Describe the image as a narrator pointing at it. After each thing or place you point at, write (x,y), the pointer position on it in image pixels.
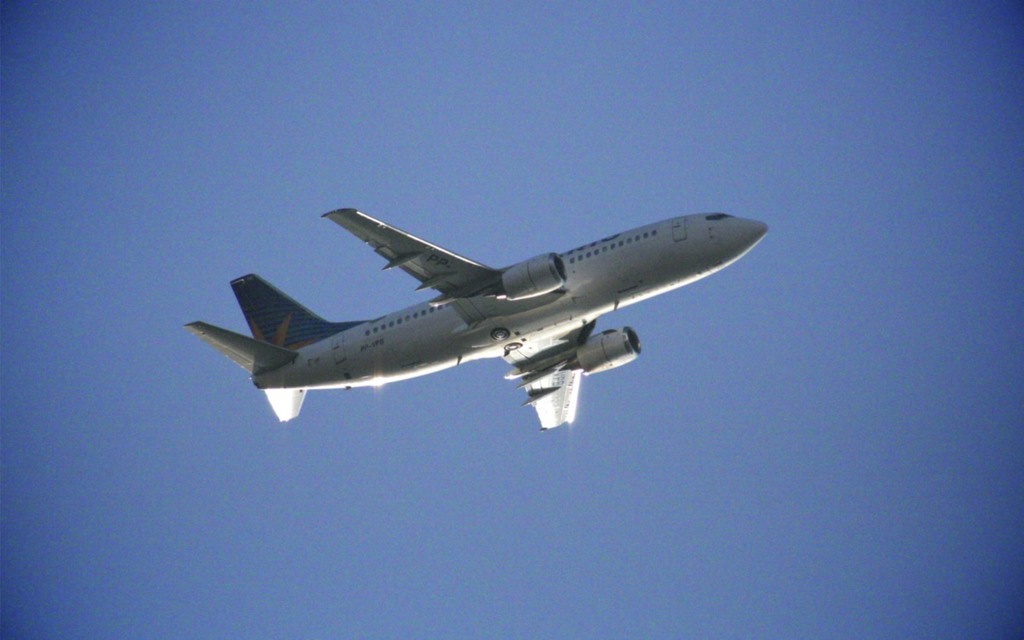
In this picture we can see an airplane (425,311) flying in the sky (478,366).
